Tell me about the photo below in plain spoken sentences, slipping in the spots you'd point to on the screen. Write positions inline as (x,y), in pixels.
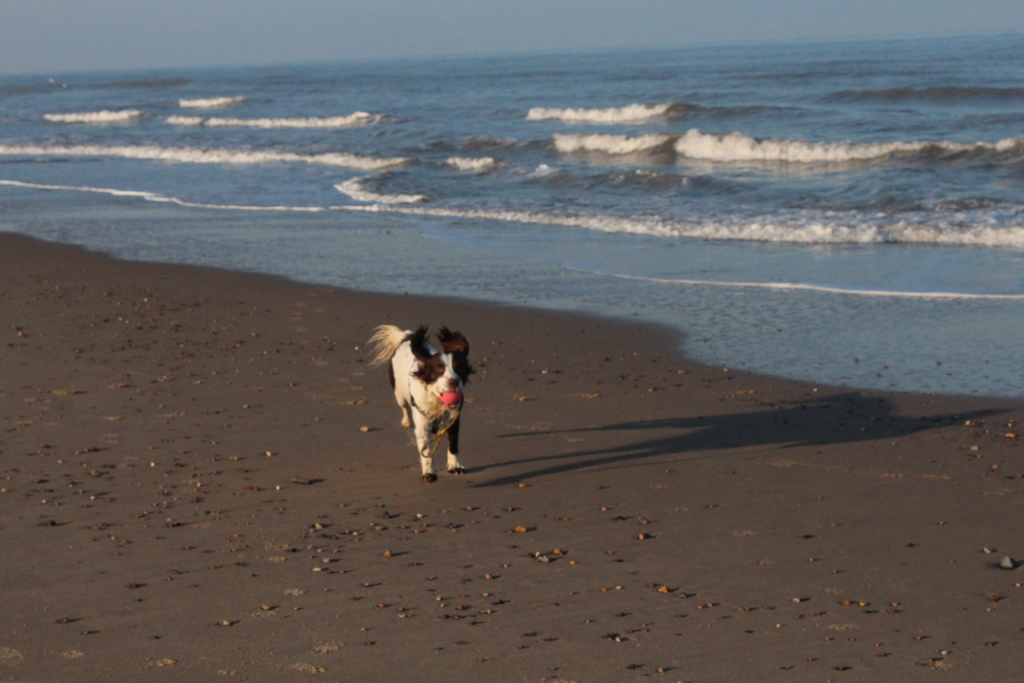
In this image we can see there is a dog (425,419) on the ground (320,545). At the side there is the water (367,93) and the sky (286,20).
